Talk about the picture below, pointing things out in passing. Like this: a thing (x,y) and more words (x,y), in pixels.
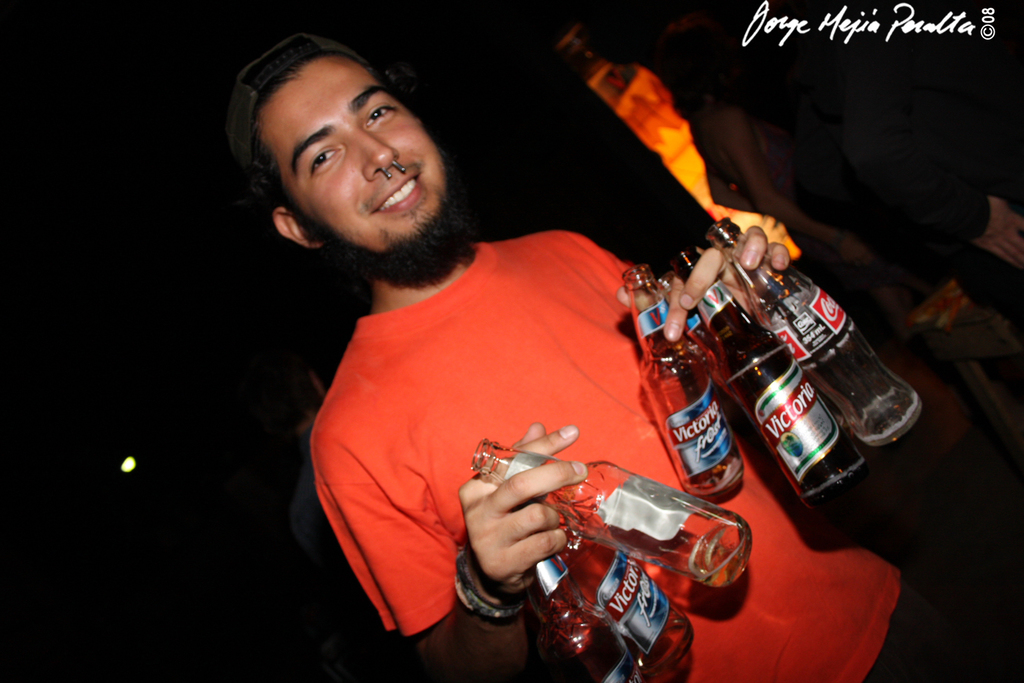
A man (555,449) is standing holding bottles (722,470) in the hand (782,252), here there is another person (853,262) standing.
